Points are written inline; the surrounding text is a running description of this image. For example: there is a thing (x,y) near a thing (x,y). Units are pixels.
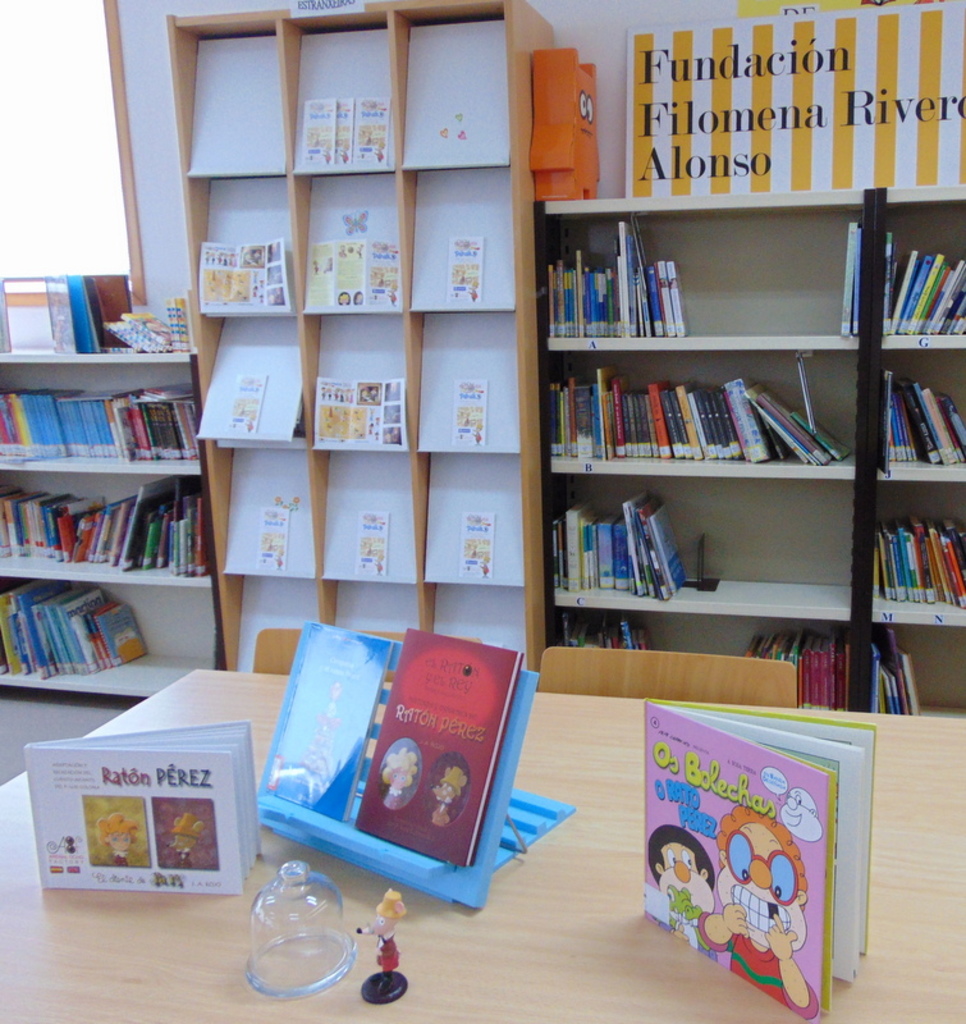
In this picture we can see the table (32,842) with books (736,793), toy (380,963), stand (386,848) and a glass object (270,899) on it. In the background (419,606) we can see books (177,399) on shelves (455,454), posters (772,111) and some objects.
